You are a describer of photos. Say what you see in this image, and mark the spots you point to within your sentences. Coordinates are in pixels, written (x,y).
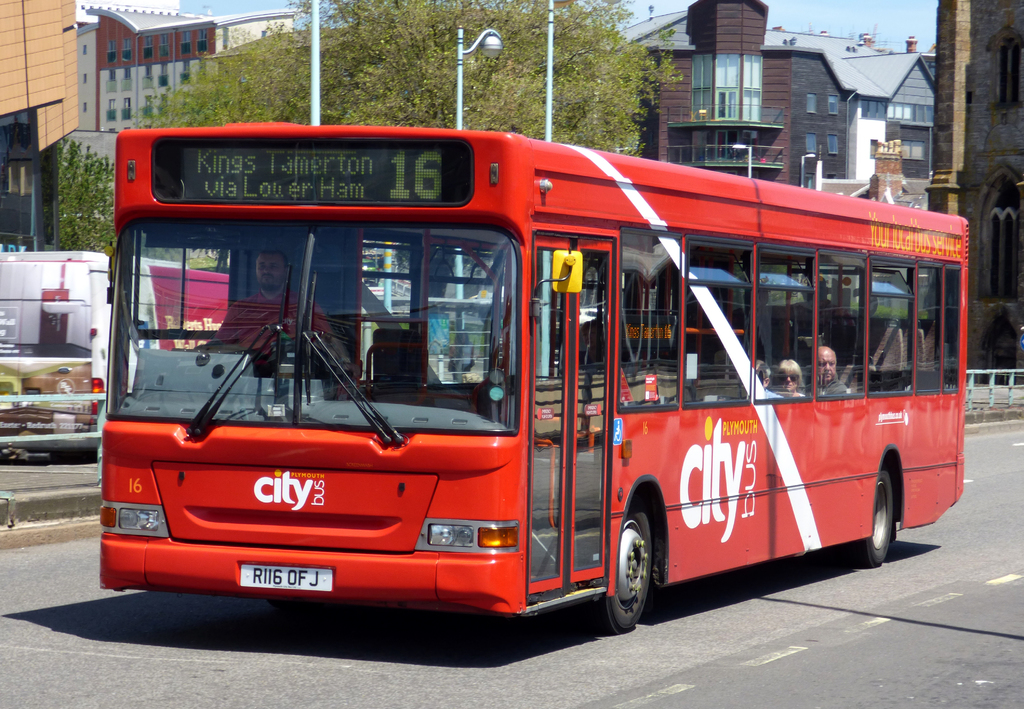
In this picture there is a red color bus (481,401) moving on the road (699,659). Behind we can see some trees (453,72), black and brown color buildings (706,126).
